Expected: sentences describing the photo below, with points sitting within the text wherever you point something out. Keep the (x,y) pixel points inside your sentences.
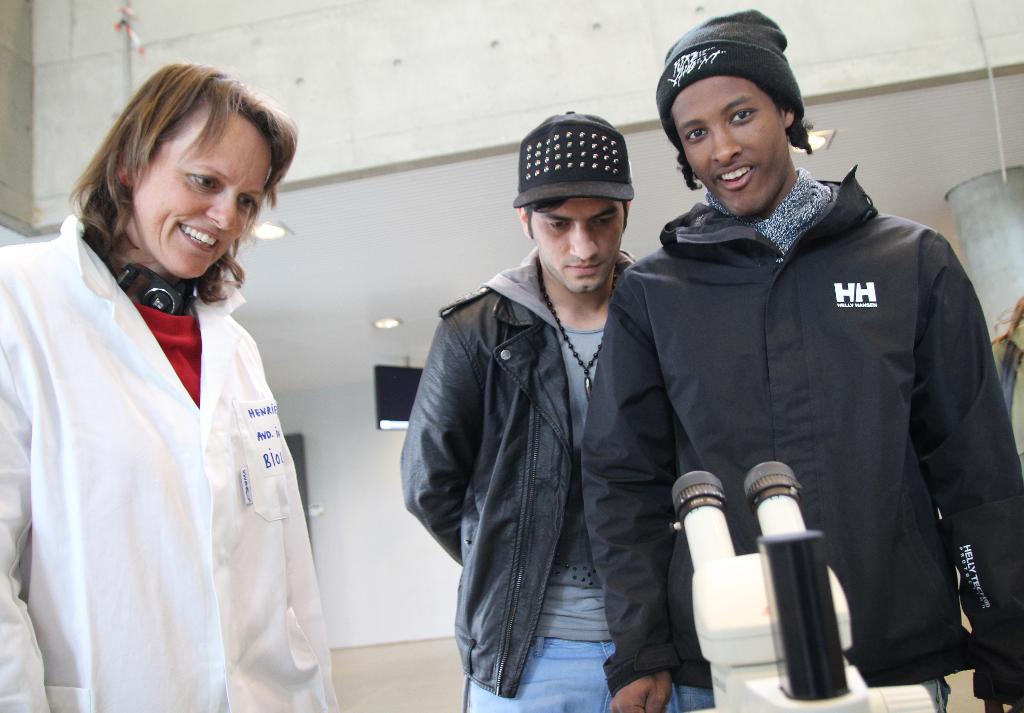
This picture describes about group of people (122,467), few people (506,275) wore caps (668,90), in front of them we can see a microscope (682,475), in the background (378,395) we can see few lights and a screen (378,382).
